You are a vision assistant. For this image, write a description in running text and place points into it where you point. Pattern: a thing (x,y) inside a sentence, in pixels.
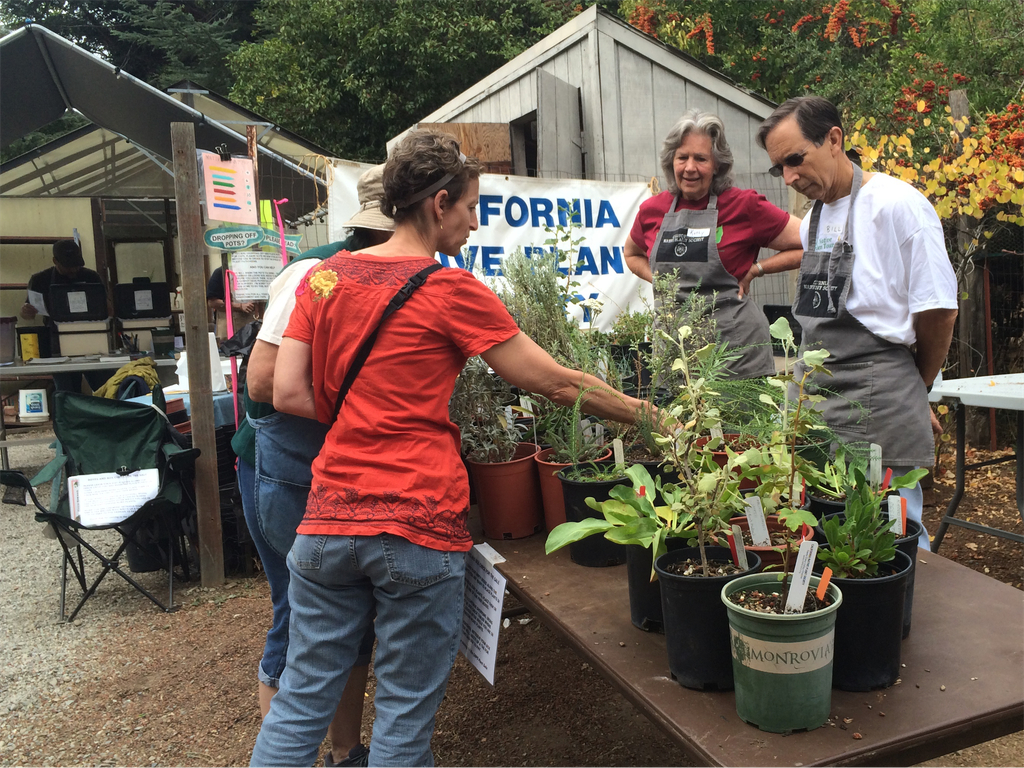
In this image there is a table (831,732) with so many plants (606,481), around that there are people (383,277) standing, also there are some sheds (118,192) with banner (510,249) in the front (582,247) and behind that there are so many trees (404,59).
